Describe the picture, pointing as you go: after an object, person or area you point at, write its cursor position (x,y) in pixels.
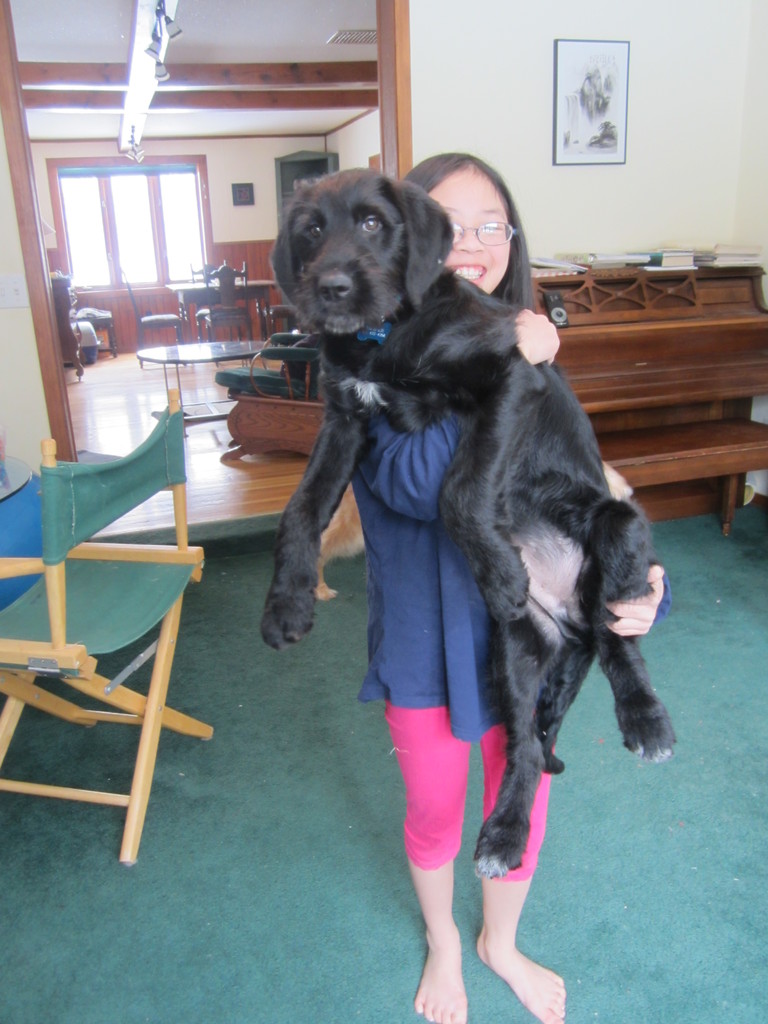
A girl (399,455) is standing and also holding a black color dog (335,416).
